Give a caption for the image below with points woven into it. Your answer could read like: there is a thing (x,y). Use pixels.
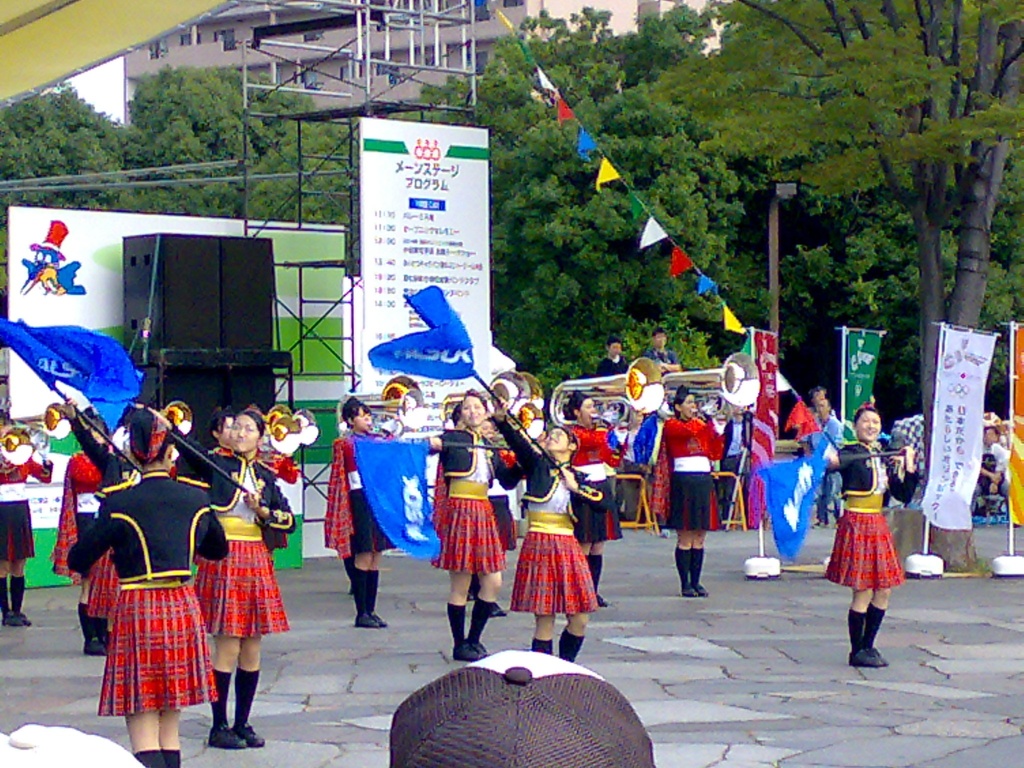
In this image we can see few persons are standing and playing musical instruments (391,399) and few other persons (473,545) are waving flag poles (400,498). In the background (216,377) we can see hoardings (334,341), speakers (216,344), few persons (728,433), trees (586,182), poles (348,121), building (277,12), windows (225,49) and sky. At the bottom (484,746) we can see a cap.
